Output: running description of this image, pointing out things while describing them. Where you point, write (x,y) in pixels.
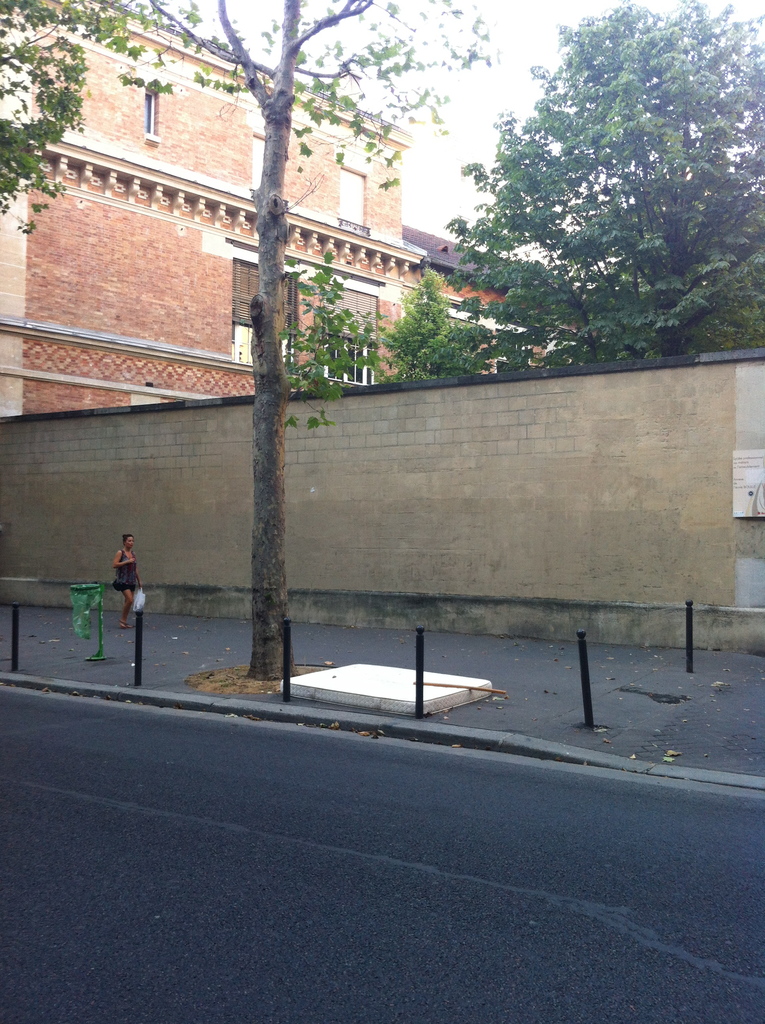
In the foreground (674,417) I can see a woman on the road (153,651), poles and a wall fence (420,450). In the background (687,344) I can see buildings (249,265), trees (681,248) and the sky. This image is taken during a day on the road (574,1007).
